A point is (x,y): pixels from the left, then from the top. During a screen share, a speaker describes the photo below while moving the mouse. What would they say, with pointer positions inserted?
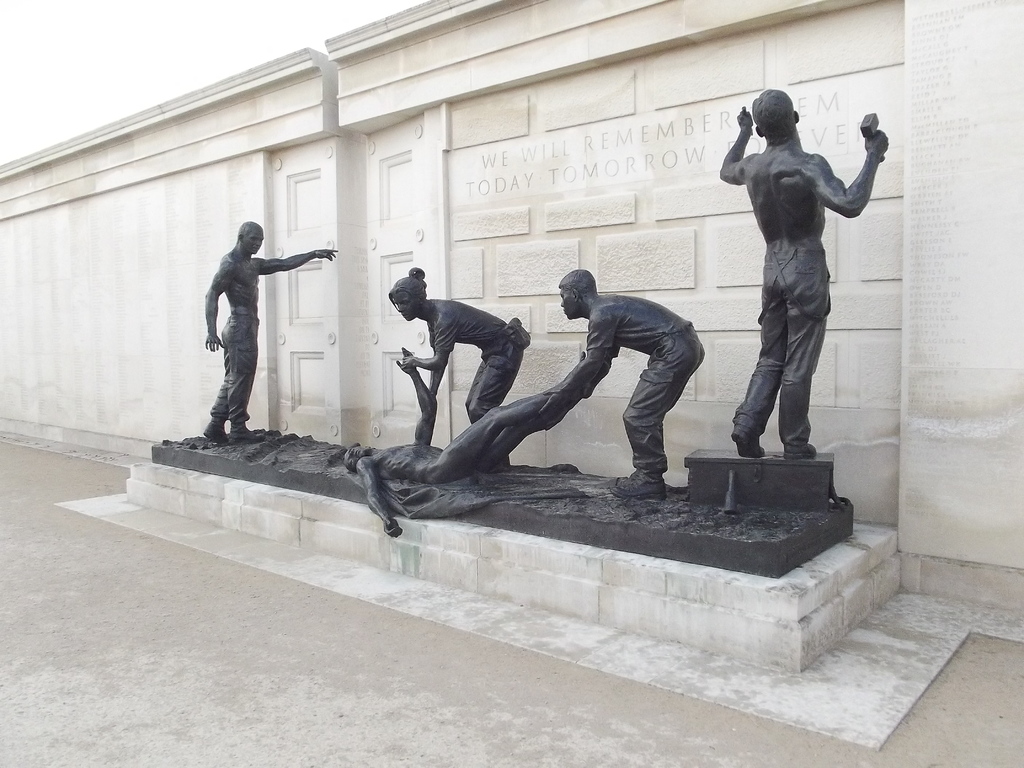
In this image I can see the statues (644,333) which are in black color. In the background (458,175) I can see the wall (319,95) and the sky (115,66).
